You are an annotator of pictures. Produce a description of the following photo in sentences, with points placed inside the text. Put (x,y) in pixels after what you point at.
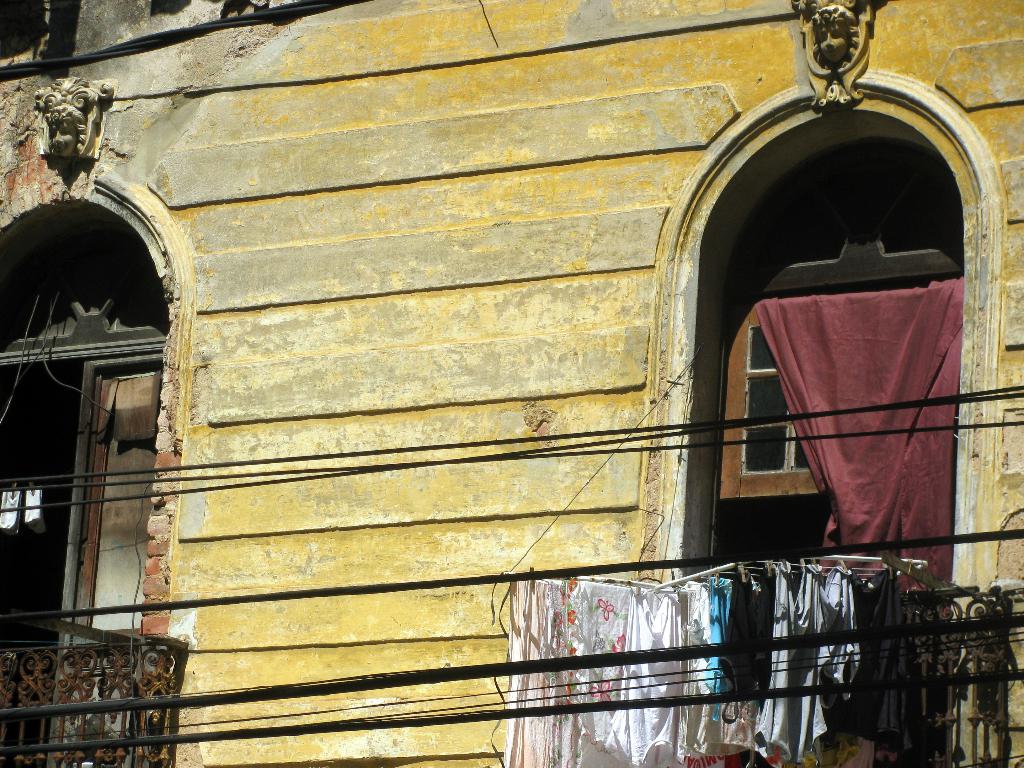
In this image I see a building (589,318) and I see the wires (139,737) and I see few clothes (627,625) over here and I see the maroon color cloth (860,425) over here. I can also see the fencing (166,639) over here and 2 white color clothes (31,517) over here.
